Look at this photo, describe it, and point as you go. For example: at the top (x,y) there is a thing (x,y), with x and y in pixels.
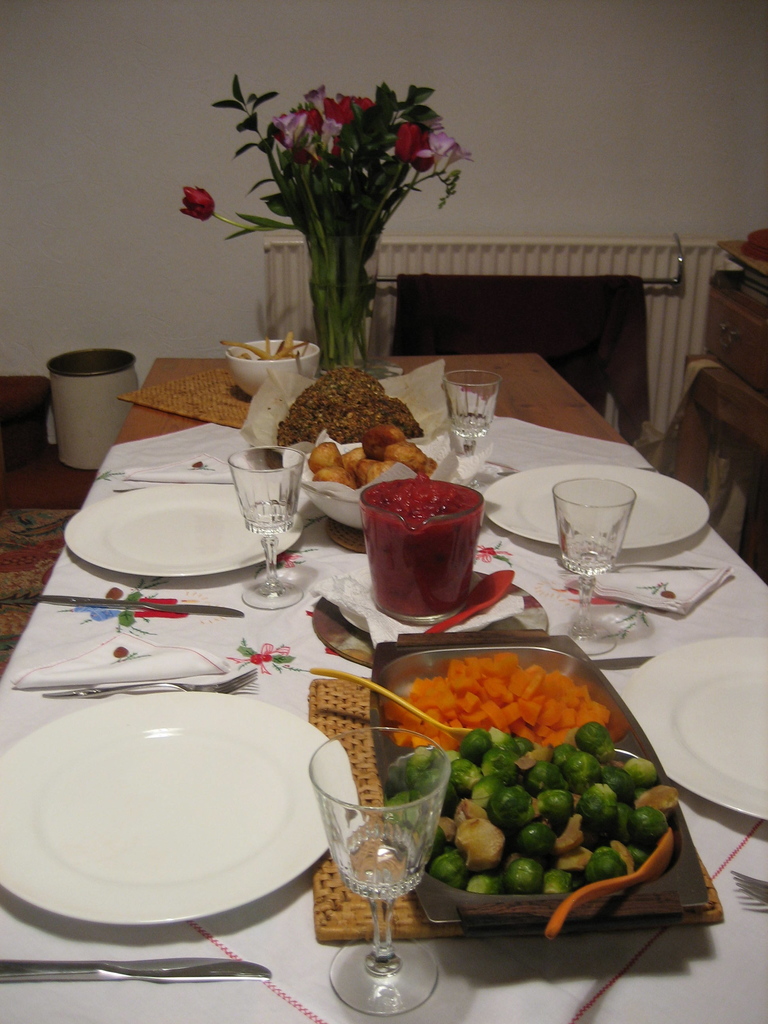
In this picture on the table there are plate (178,830), tissue (117,652), knife (143,968), glass (365,849), a bowl (560,658) with food items (512,718), jar (447,564), flower vase (356,319) and a table mat (212,397) on it. To the left (36,417) there is a chair (39,408). And to the right side (753,300) there is a table (737,307).
